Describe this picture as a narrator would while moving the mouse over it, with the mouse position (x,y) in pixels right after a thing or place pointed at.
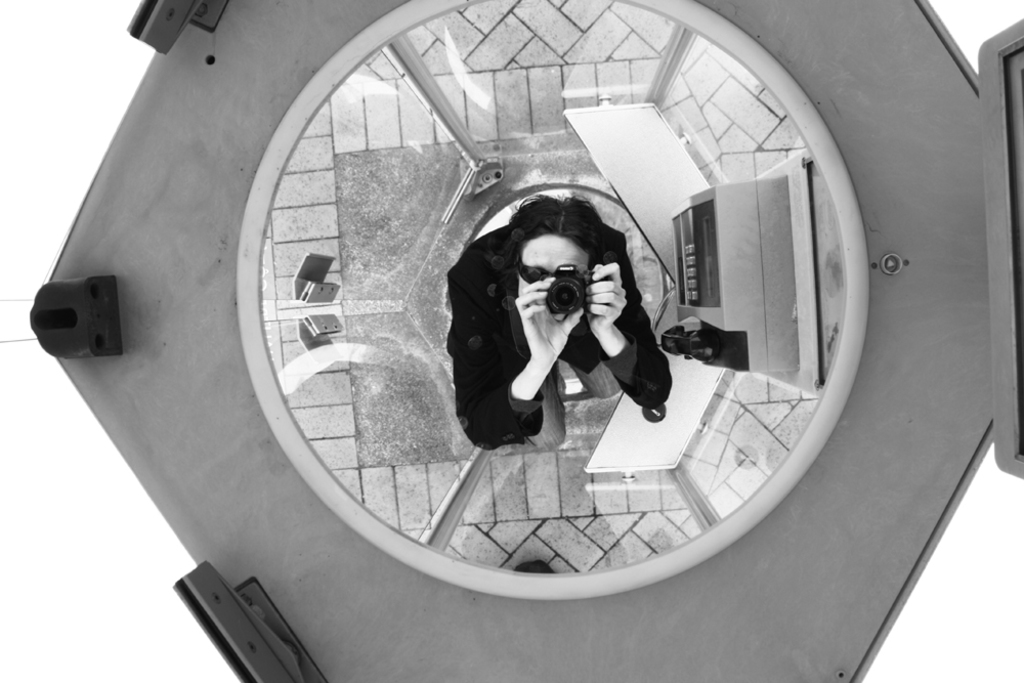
In this image I can see a person (648,341) holding a camera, background (665,502) I can see few objects (809,387) and glass doors (295,236) and the image is in black and white.
